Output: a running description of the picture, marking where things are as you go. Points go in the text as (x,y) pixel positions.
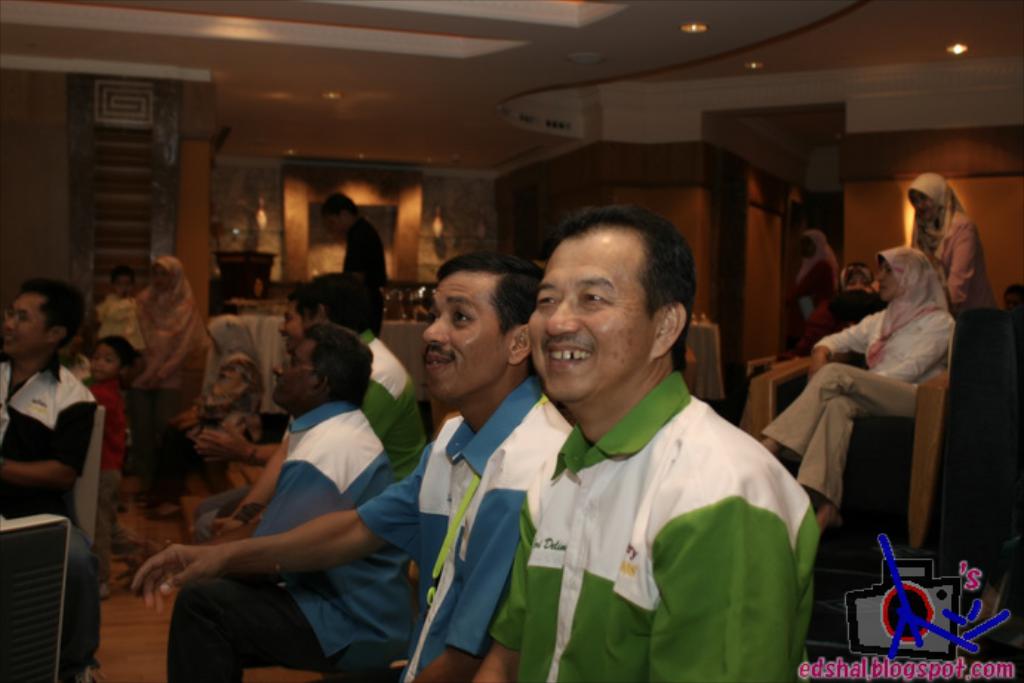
In this image we can see a few people (227,516), among them, some are sitting on the chairs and some are standing, also we can see a table (411,332) with some objects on it, at the top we can see some lights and also we can see a wall (325,256).
